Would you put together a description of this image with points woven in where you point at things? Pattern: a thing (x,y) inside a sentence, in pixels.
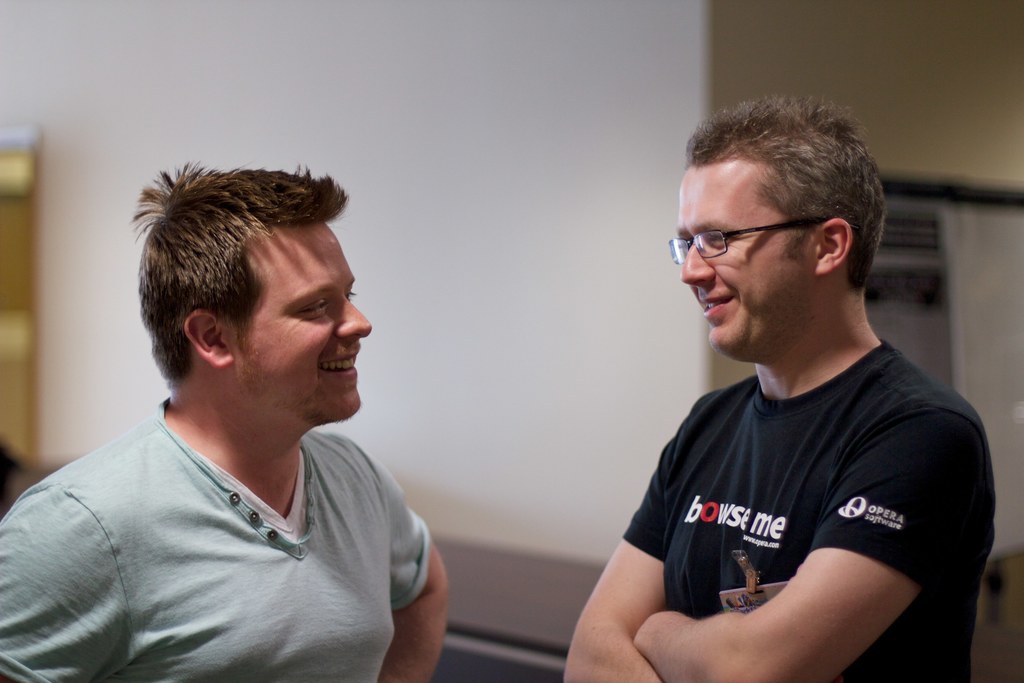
Here we can see two men (698,454) and they are smiling. In the background (557,153) we can see wall (533,155).
